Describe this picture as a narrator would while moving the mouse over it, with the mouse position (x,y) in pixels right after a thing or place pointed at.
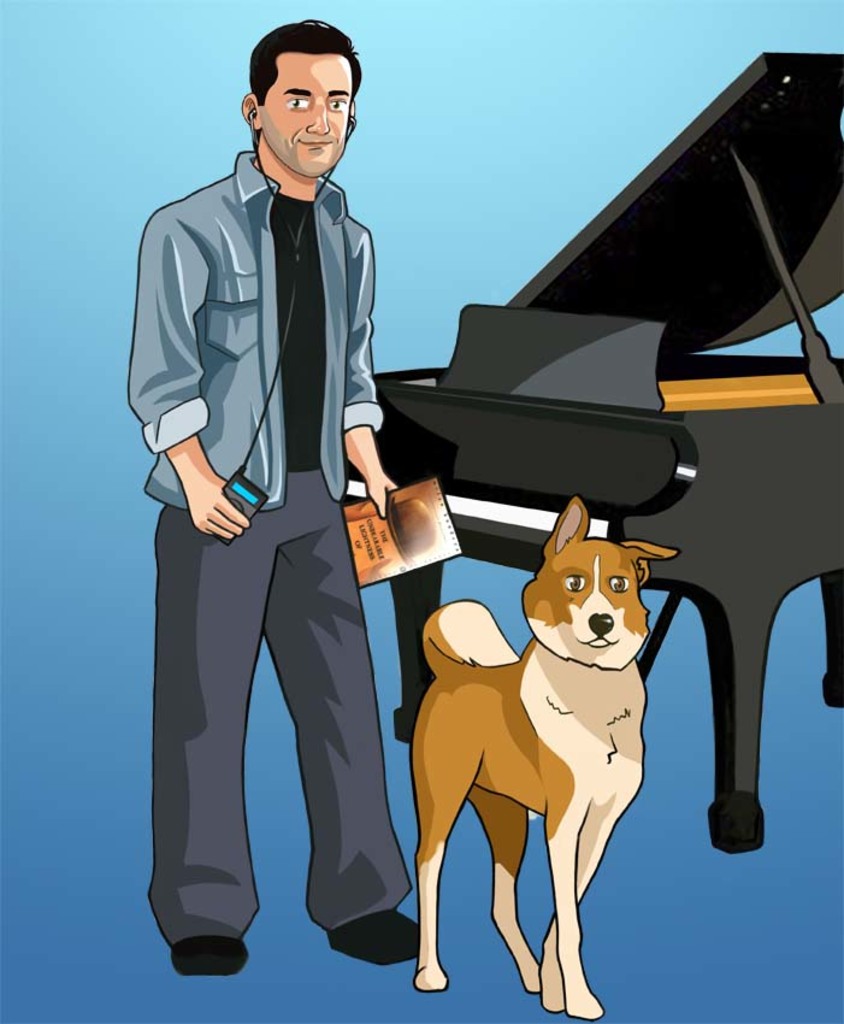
This is an animated image of a person (204,416) standing and holding a mobile (237,485) and a book (421,493), there is a dog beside that person (335,846), and at the background (439,461) there is a grand piano (759,67).
